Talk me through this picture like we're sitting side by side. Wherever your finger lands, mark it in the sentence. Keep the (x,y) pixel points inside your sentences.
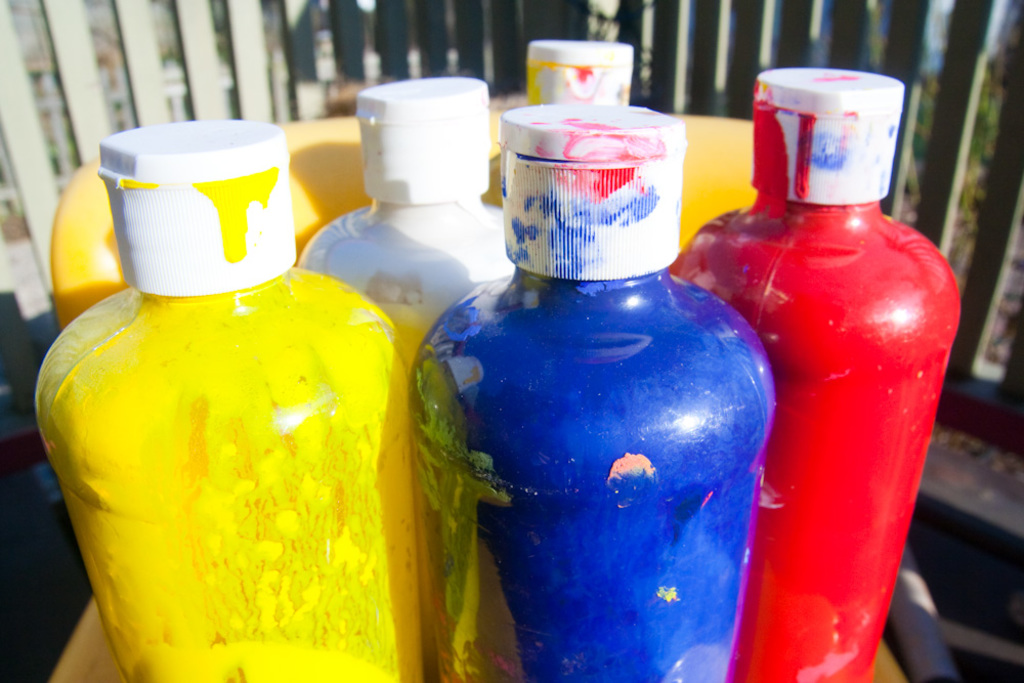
In the picture we can see a color bottles (739,281), with paints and white caps (250,124), in the background (246,112) we can see a railing (636,75).
